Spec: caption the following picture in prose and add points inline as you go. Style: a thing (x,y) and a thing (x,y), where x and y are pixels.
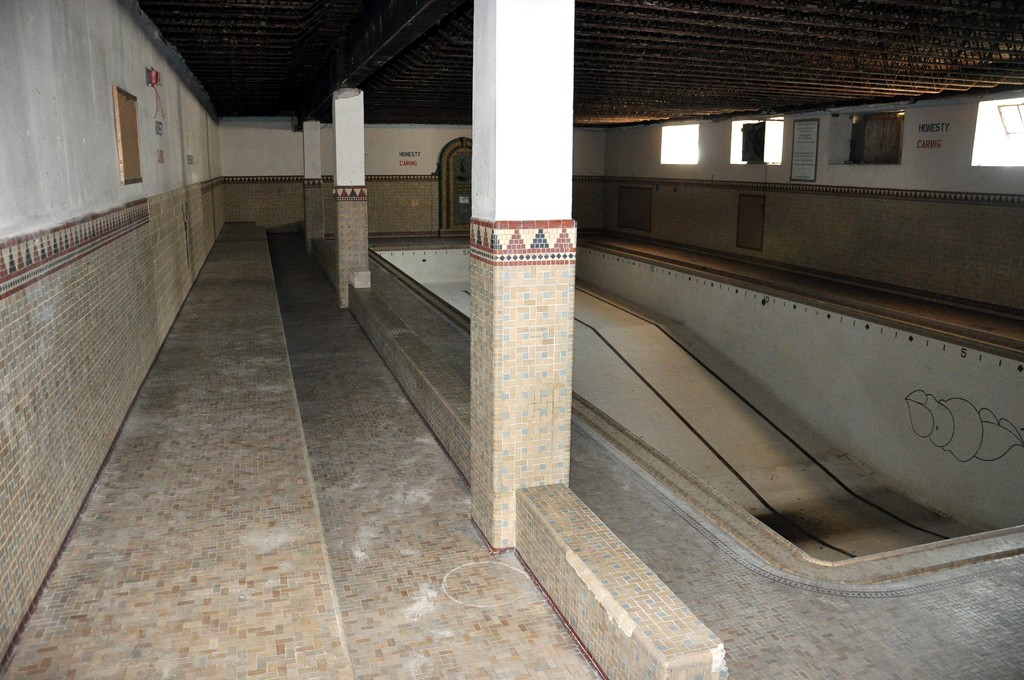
In this image we can see pillars (472,201), boards (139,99) and texts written on the walls (55,23), slope surface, windows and other objects (368,46).
